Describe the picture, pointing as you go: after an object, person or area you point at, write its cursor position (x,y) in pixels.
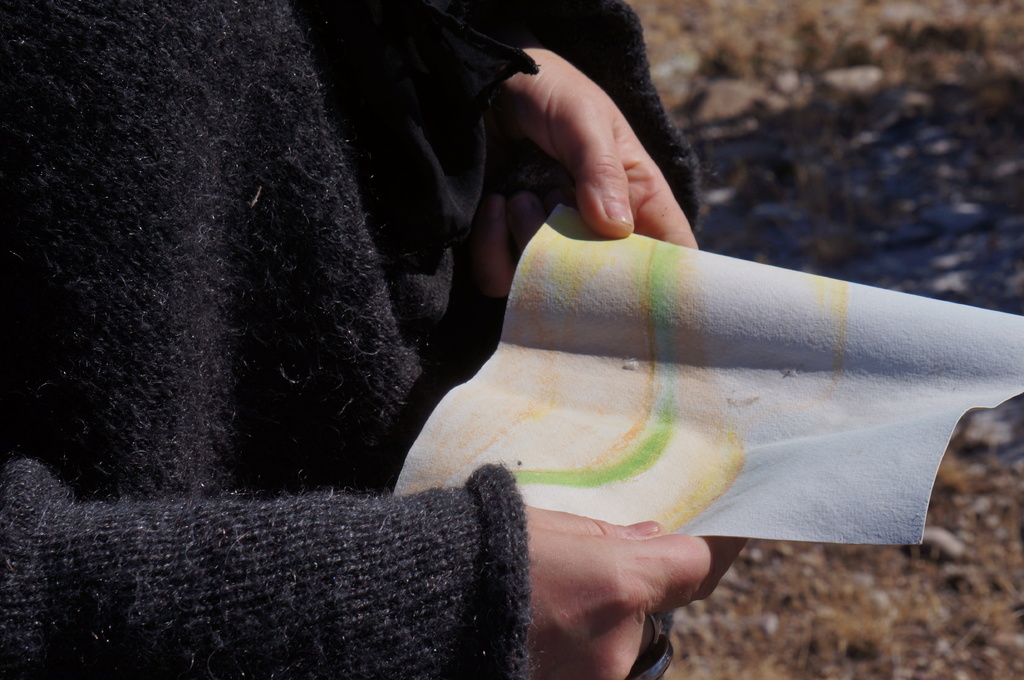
In this picture we can see a person hands (559,142) holding a paper (948,402) and in the background (845,17) we can see dried grass (681,28) on the ground (824,176).
